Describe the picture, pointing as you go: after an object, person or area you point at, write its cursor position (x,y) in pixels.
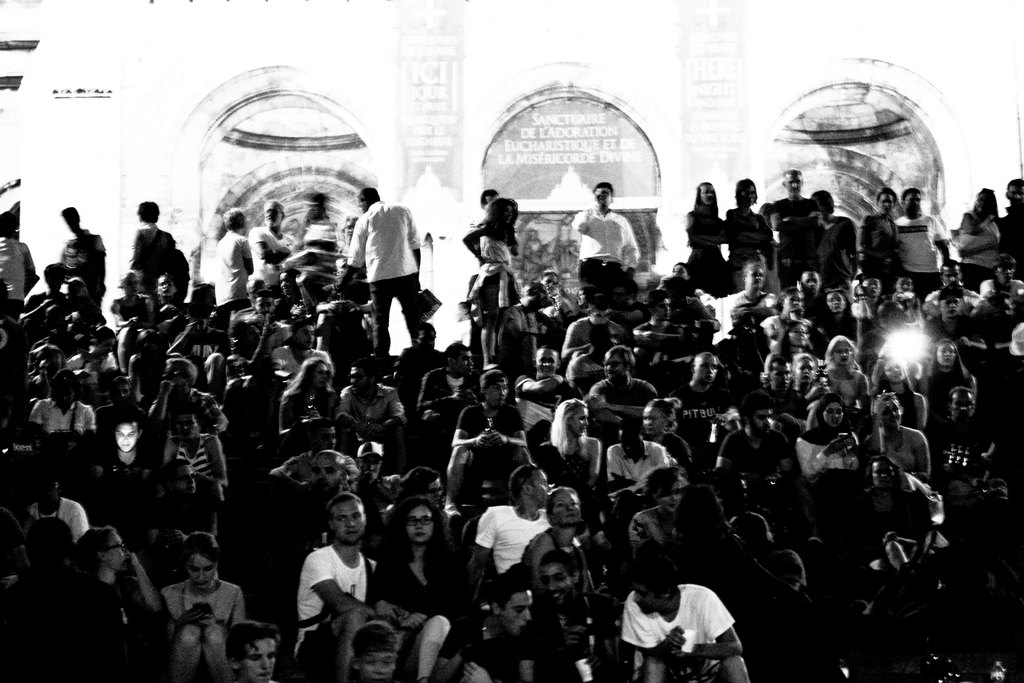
There is group of persons (674,330) in different color dresses (970,437), sitting on the steps (948,557). On the right side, there is light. In the background (1013,235), there are persons (226,253) standing, near wall (135,72) of the building (169,50).
